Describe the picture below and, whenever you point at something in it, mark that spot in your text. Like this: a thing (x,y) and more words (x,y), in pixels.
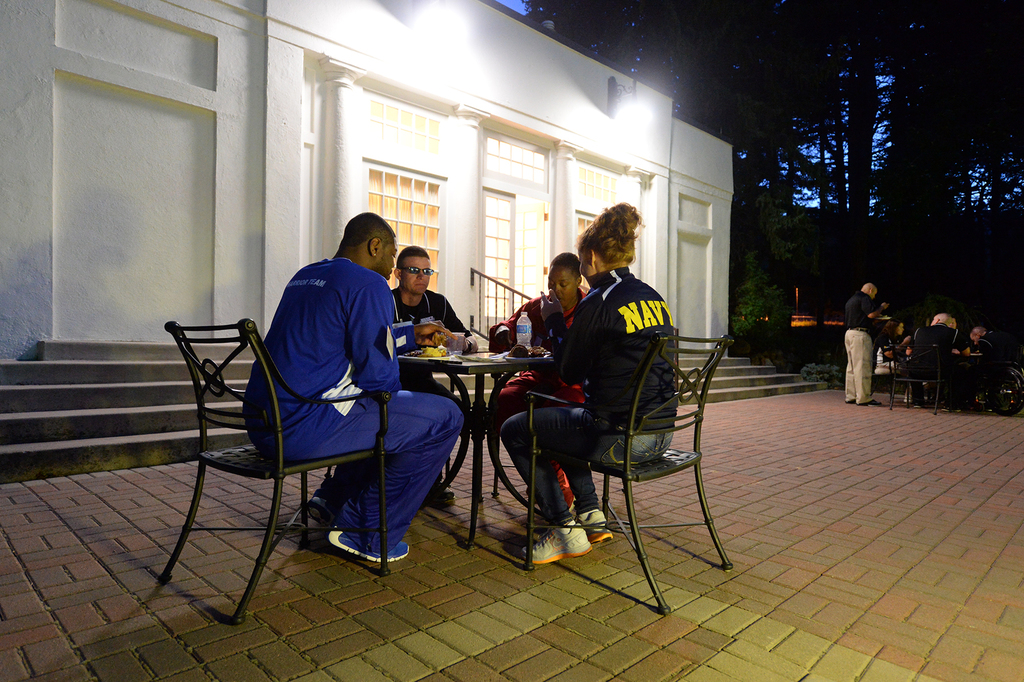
In this picture we can see in front (642,332) four persons (410,318) sitting on chair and in front of them there is table (505,368) and on table (519,368) we can see bottle (523,346), plate (448,354), some food item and in the background (573,171) we can see wall (689,161), light (625,125), some more persons (886,326), steps (738,384), tree (932,114).
